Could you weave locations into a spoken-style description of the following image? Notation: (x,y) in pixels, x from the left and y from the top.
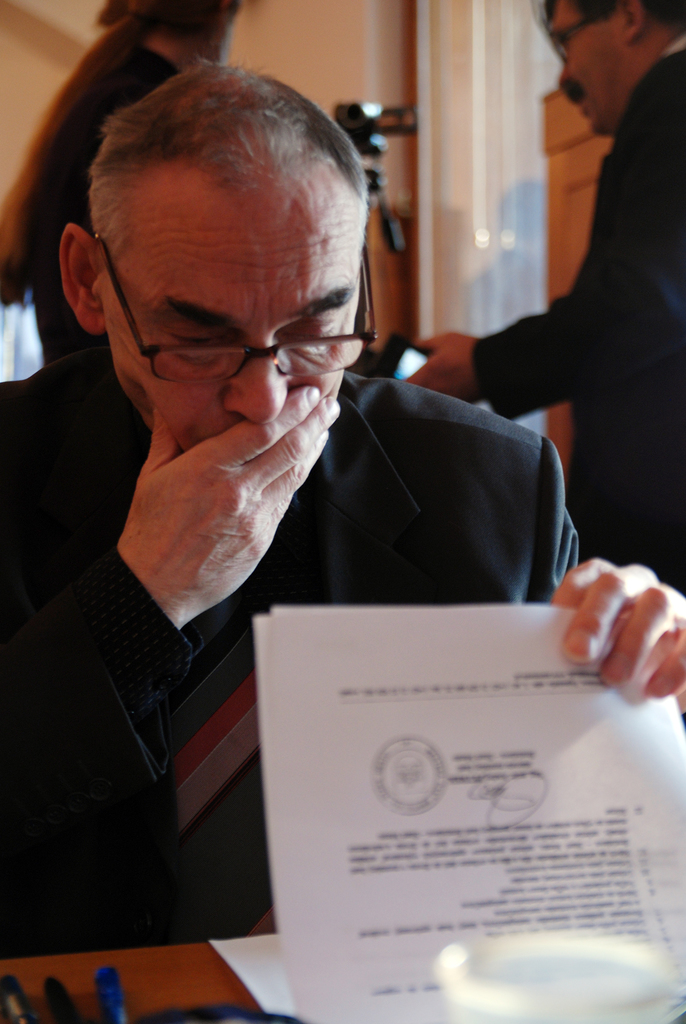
In this image I can see a person (240,483) sitting wearing black color blazer (69,804) and holding few papers (299,663), background (648,527) I can see few persons (614,131) standing, wall (260,53) in cream color.
